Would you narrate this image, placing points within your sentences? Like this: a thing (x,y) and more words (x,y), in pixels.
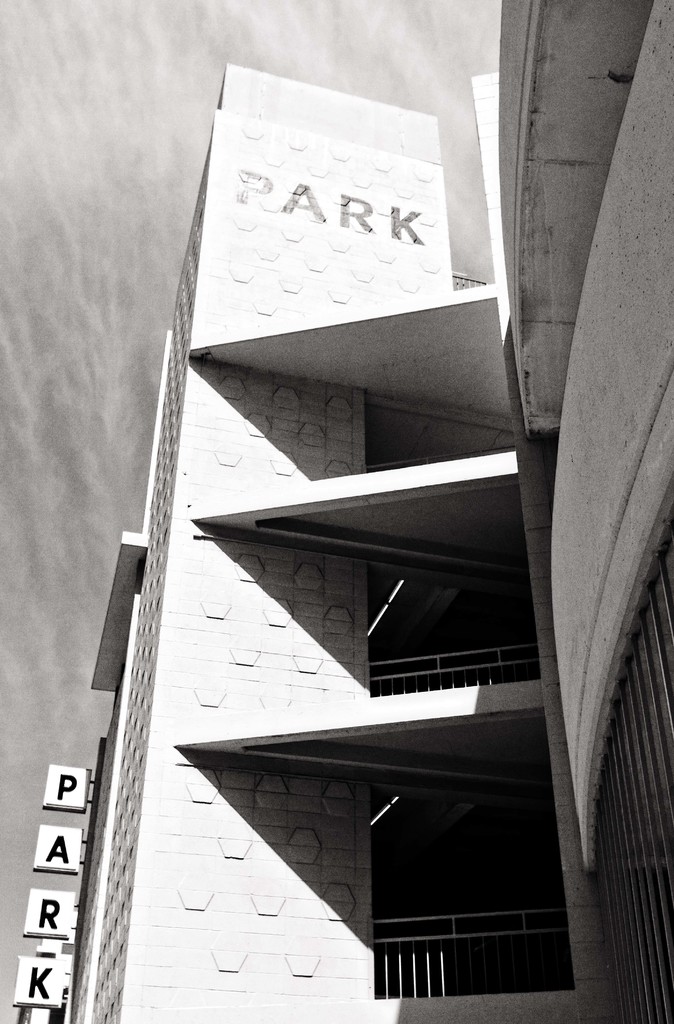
In this image we can see a black and white picture of a building (421,254) with text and board (28,986) attached to the building (106,850) and in the background (29,716) it looks like the sky (196,171).
